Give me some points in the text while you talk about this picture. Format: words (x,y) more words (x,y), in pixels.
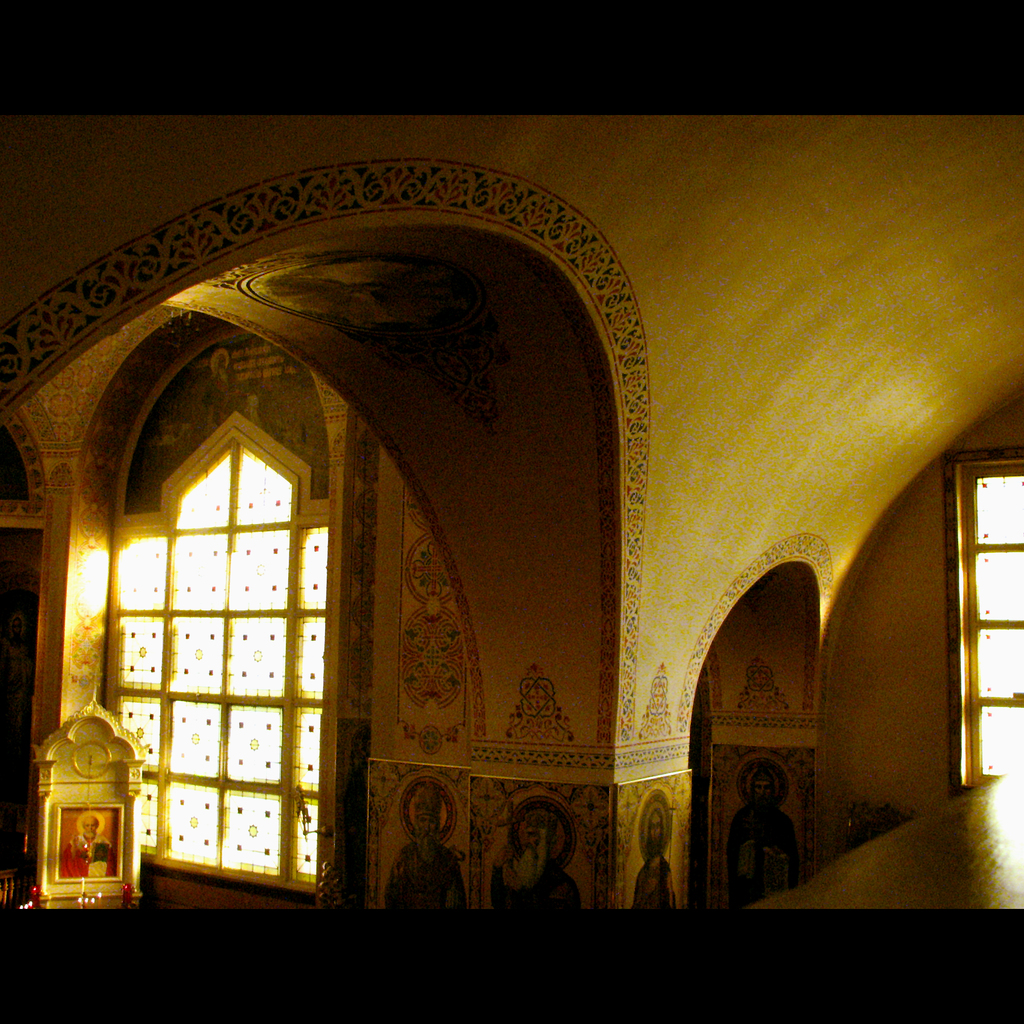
This is the picture of a place where we have two windows (235,602), arches (122,451) and some paintings (404,793) on the wall (632,706).
